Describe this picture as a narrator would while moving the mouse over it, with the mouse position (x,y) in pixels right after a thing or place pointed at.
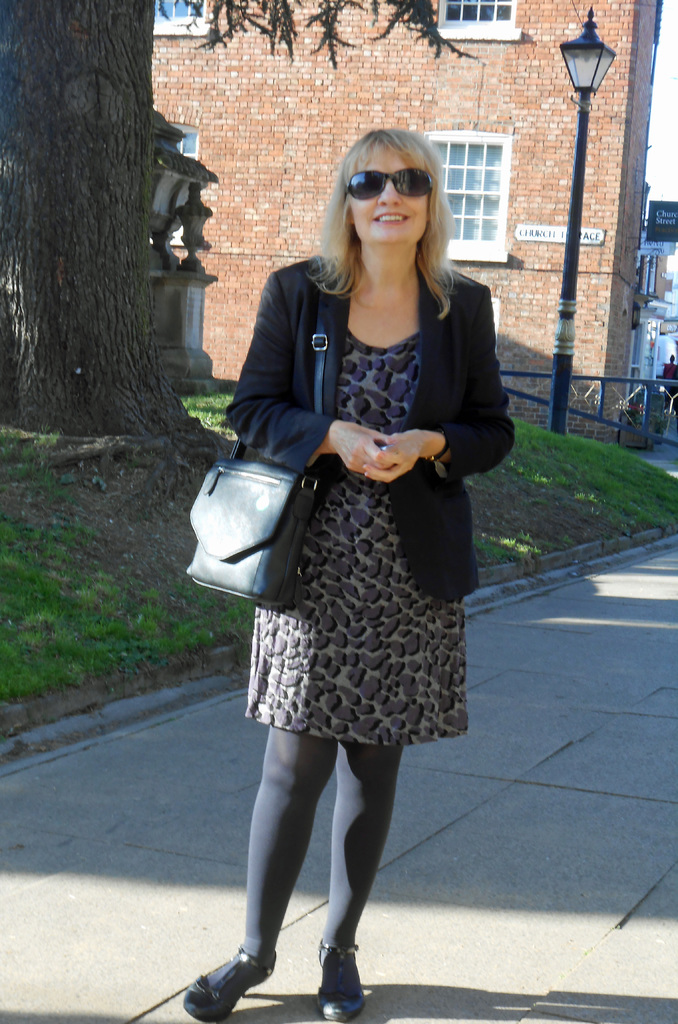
In this image I can see the person (298,667) standing on the road (467,885). The person (279,809) is wearing the black color dress (269,610) and also the bag (225,515). She is also wearing the goggles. To the back of the person (390,246) I can see the tree (74,229), light pole (556,381) and the railing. In the background (280,139) there is a building (332,108) which is in brown color. I can also see the sky (653,160) and boards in the back (660,150).
